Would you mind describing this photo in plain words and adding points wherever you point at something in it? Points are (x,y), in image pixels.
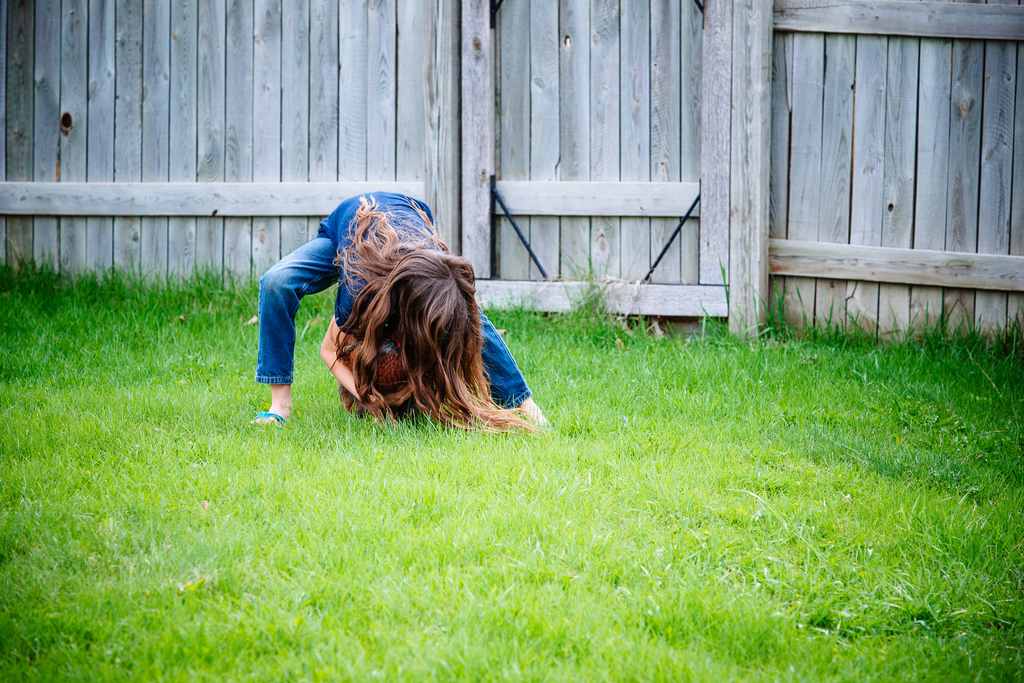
This picture is clicked outside. In the center (469,342) there is a kid (377,208) seems to be playing and we can see the ground (651,399) is covered with the green grass (530,464). In the background (611,98) we can see the wooden planks (673,174).
